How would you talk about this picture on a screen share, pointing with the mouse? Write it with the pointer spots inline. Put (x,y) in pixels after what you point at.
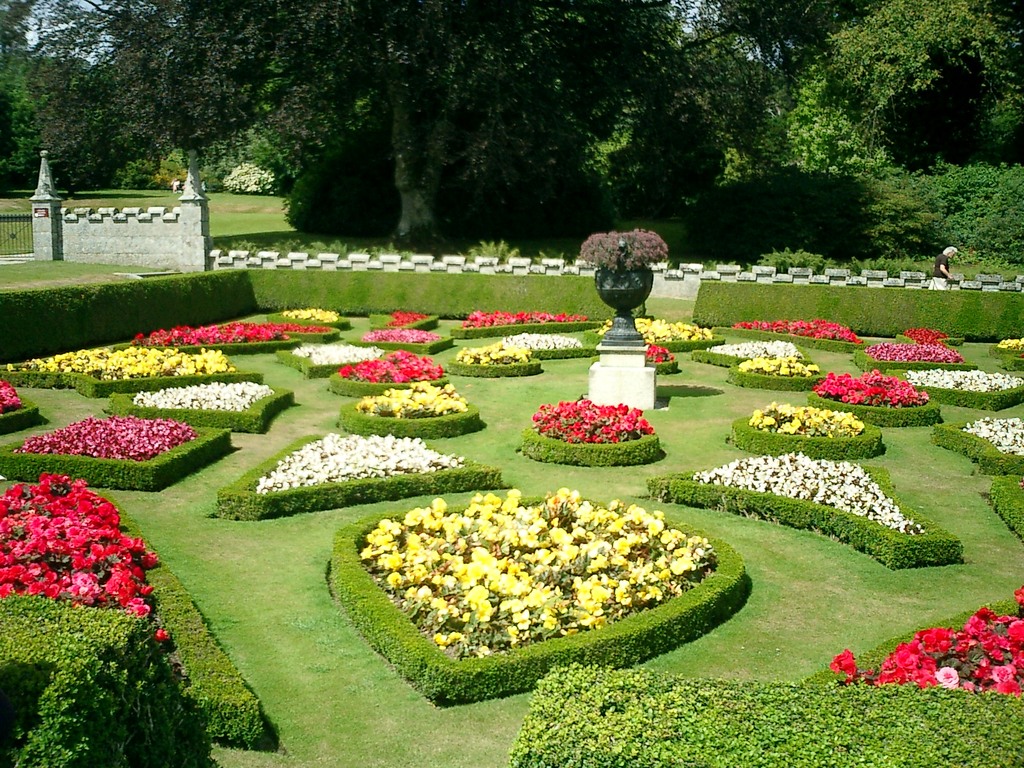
In this image at the bottom (78,533) there are some plants (484,509), flowers (472,520) and in the center (617,347) there is a statue (616,282). And in the background (64,232) there is a wall (78,233), railing (10,219) and one person (950,250) and some trees (608,147).
